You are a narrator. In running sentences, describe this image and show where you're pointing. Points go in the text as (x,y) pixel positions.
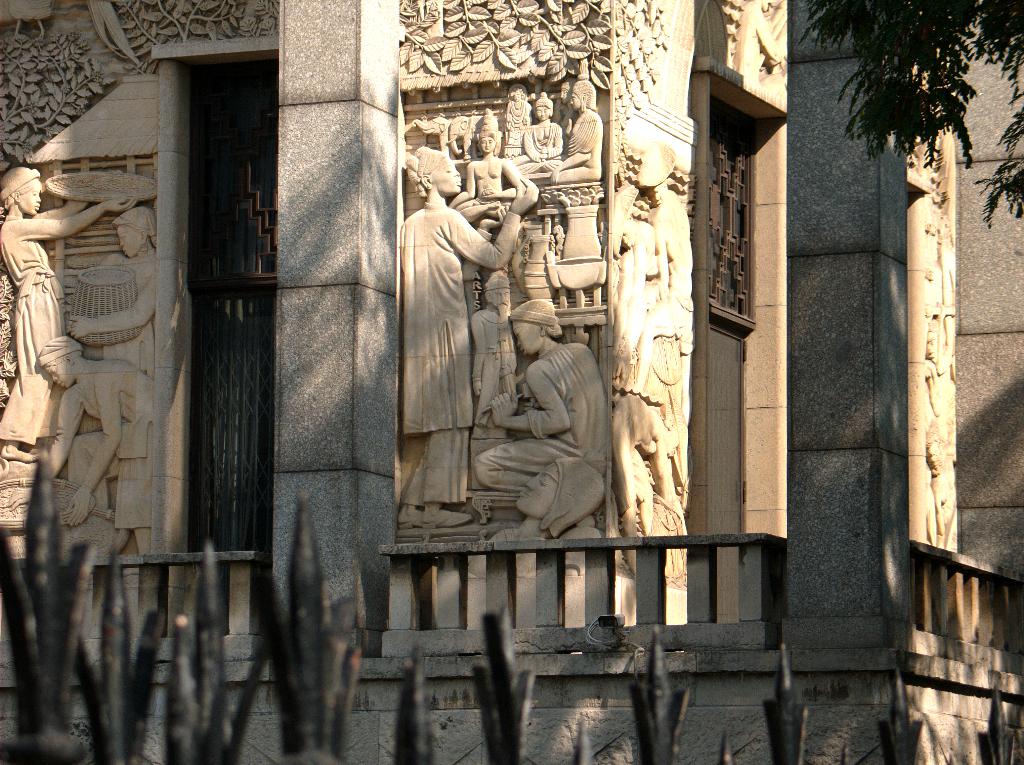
In this image we can see some carvings (504,235) on the walls (429,345), iron objects (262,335) and other objects (852,627). On the right side (889,84) top of the image (851,79) it looks like a tree (861,55).
